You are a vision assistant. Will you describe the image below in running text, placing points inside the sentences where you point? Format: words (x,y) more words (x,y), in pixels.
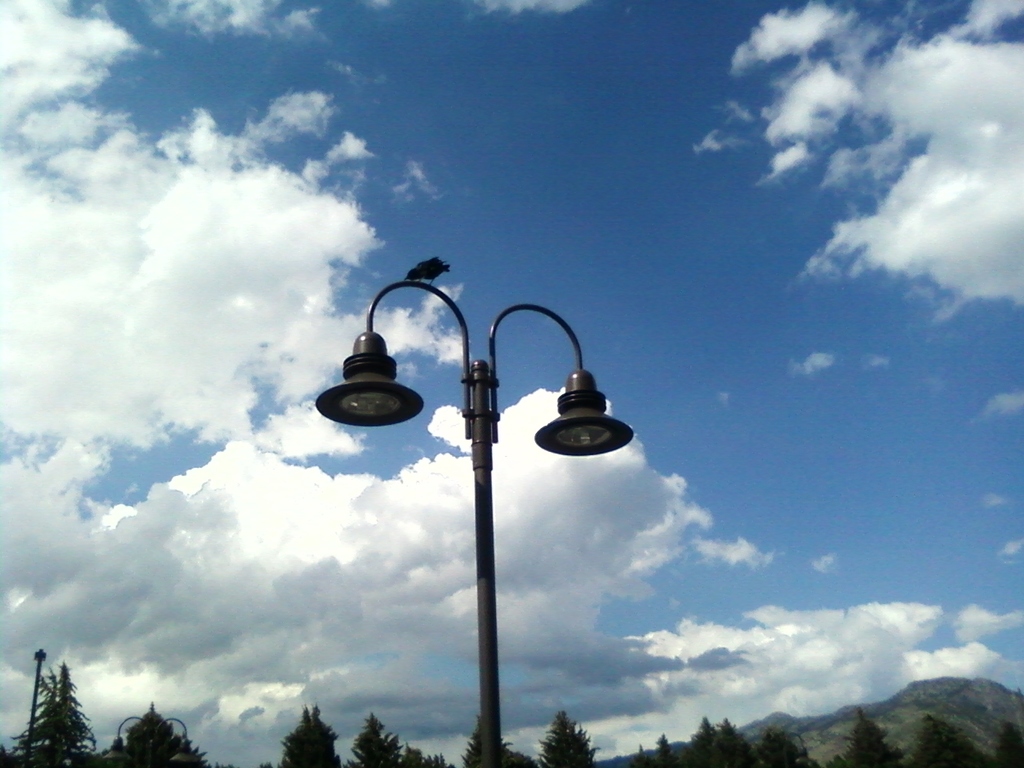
At the bottom of the picture (905,727) there are trees (867,718), hill (792,730) and a street light (37,669). In the center of the picture (359,399) there are street light (598,415) and a bird (413,278). Sky (187,458) is bit cloudy.
